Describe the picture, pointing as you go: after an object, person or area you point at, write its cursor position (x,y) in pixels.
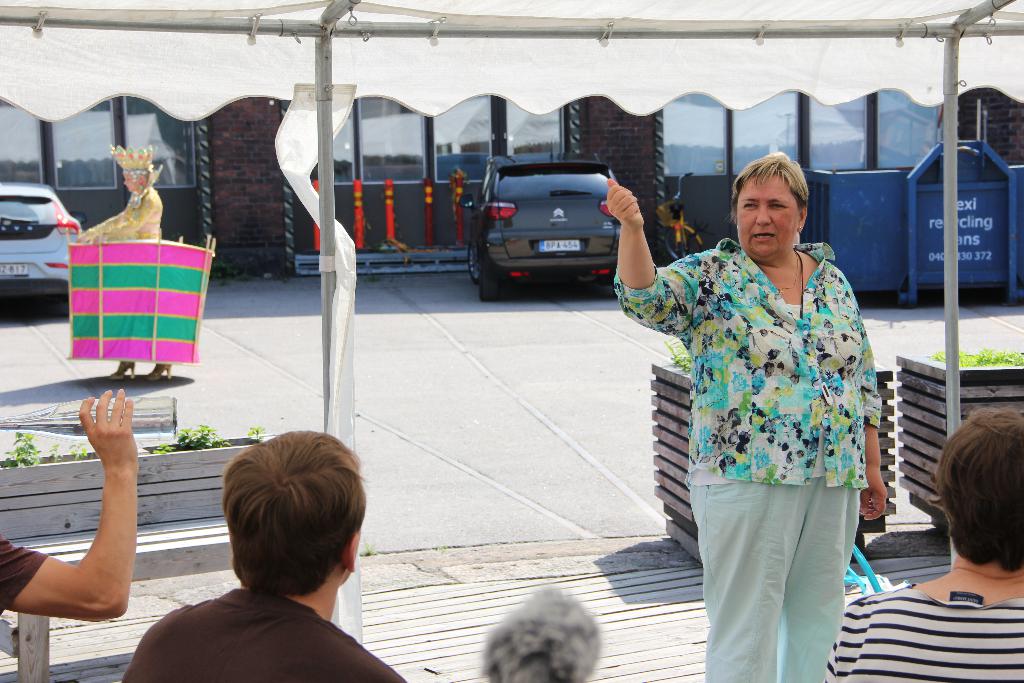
In this image I can see people (703,402), tent (850,66), poles (327,145), plants (1014,363), road (503,382), vehicles (611,254), windows (508,125), walls (258,133) and objects (963,205). Among them one person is raising a hand (623,203).
